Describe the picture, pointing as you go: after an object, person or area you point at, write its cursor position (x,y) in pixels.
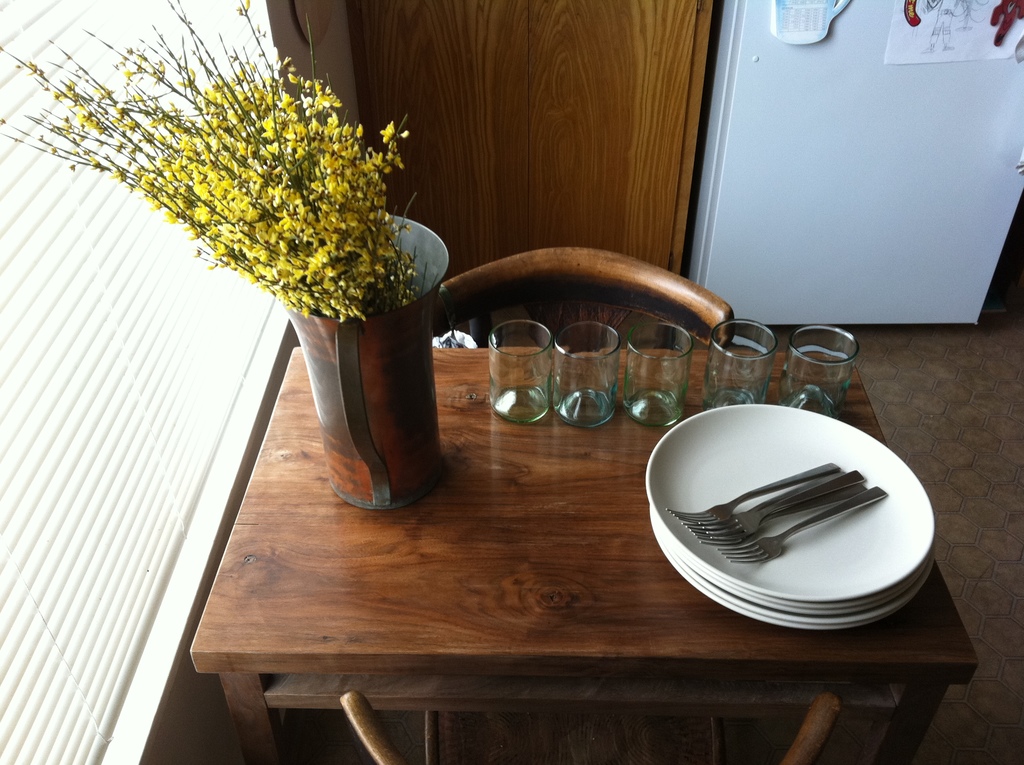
In this picture we can see a table (465,594), on which we can see some glasses (545,381), plates (781,522), forks (810,523) and we can see flower vase (355,368).
